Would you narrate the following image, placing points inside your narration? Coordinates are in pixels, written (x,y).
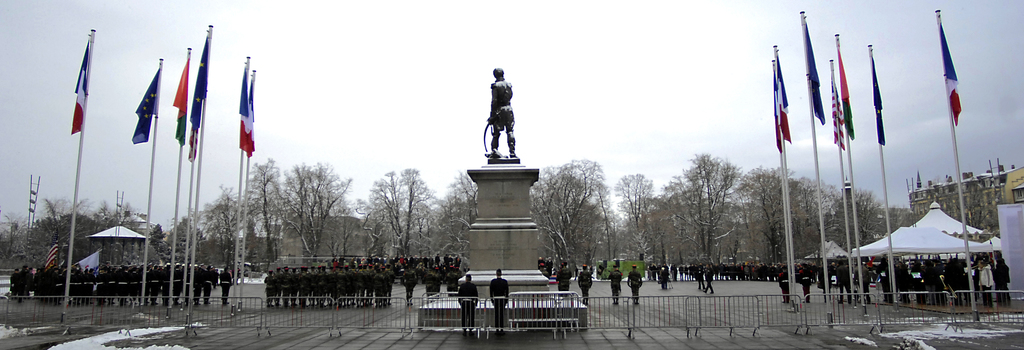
In this image there is the sky (571,69) towards the top of the image (594,54), there are trees (673,211), there are buildings (986,199), there is a sculpture (503,113), there are group of persons (580,274) standing, there are tents (936,233), there are poles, there are flags (840,100), there is a fence (1023,292), there is an object (1014,240) towards the right of the image (1016,221), there is an object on the ground (896,335) towards the bottom of the image (946,335).
